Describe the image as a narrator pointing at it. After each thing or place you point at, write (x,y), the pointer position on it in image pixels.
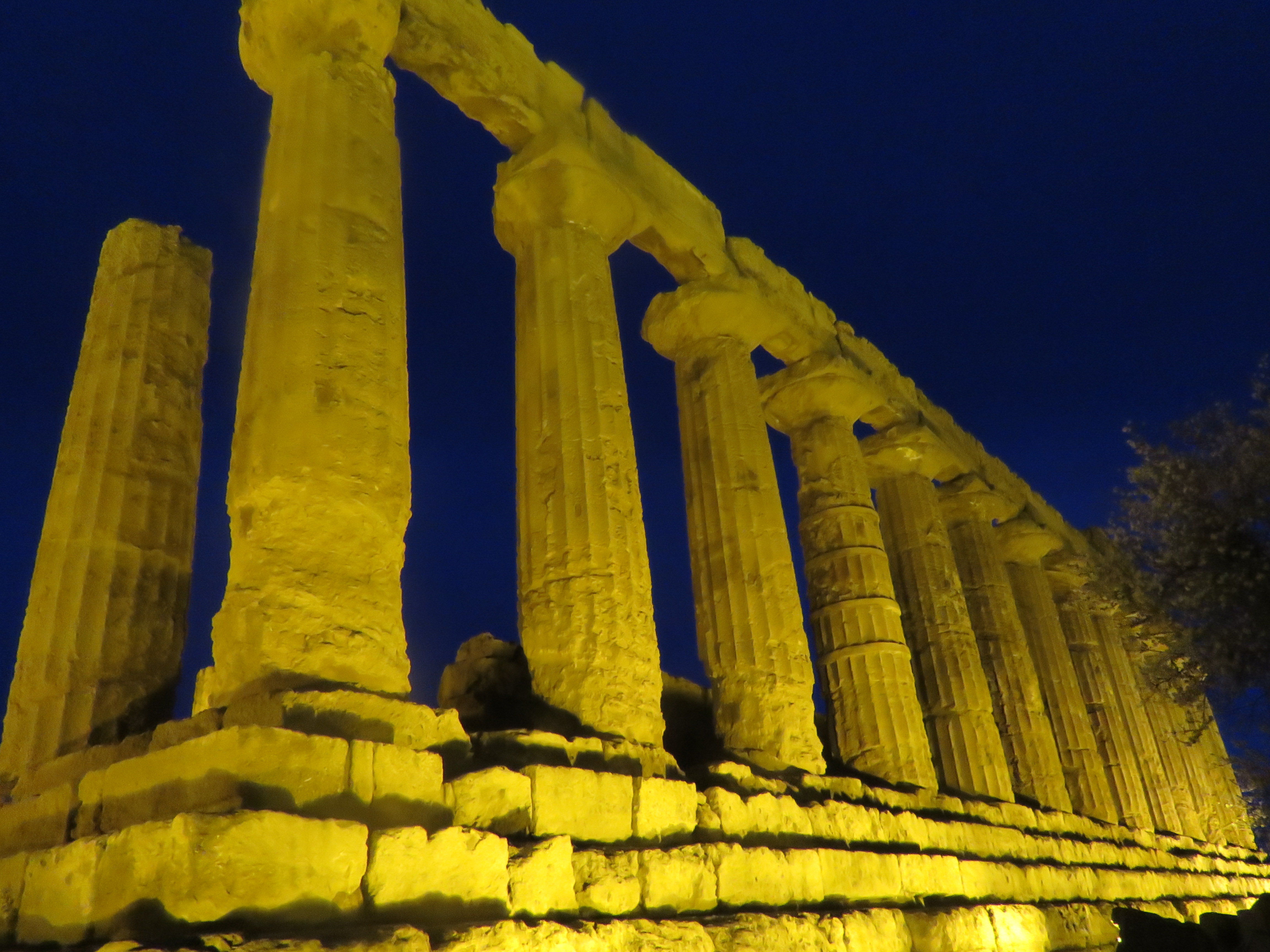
In this image, there is an outside view. In the foreground (757,337), there are some pillars (812,719). In the background (1032,142), there is a sky (834,222).
